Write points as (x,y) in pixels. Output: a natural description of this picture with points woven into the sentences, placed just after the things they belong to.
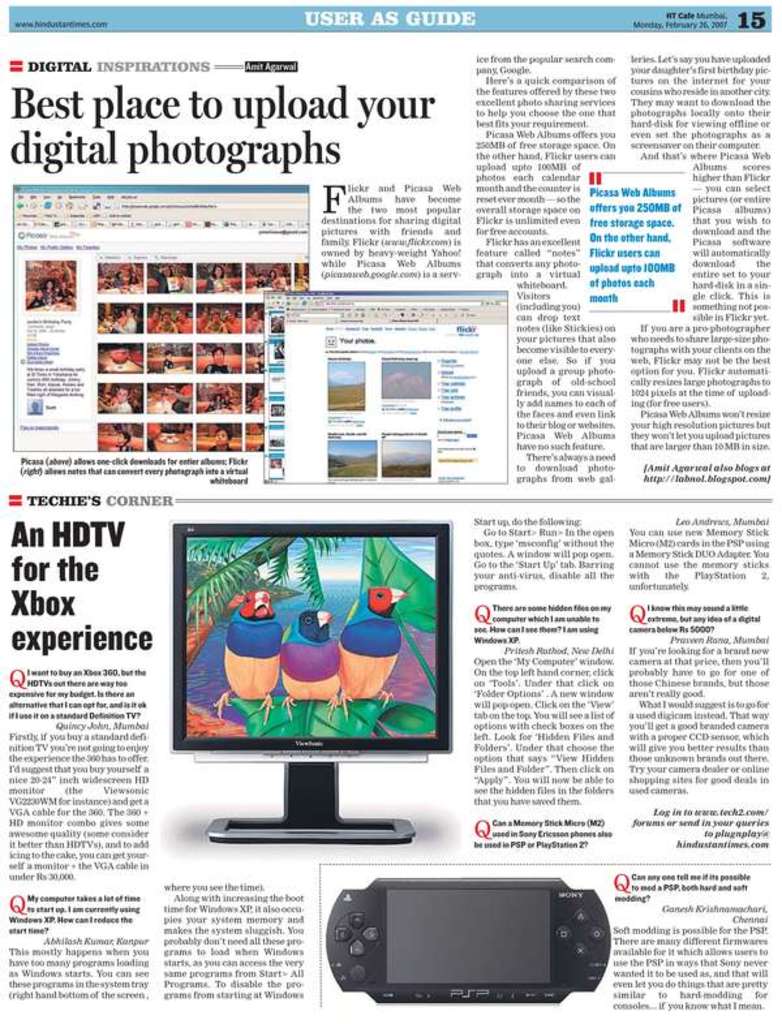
In this picture there is a newspaper column (397,133). At the bottom (437,937) there are monitor (315,805), playstation (451,932) and text (599,708). At the top (374,231) there are text (524,194) and dialogue boxes (211,297).
